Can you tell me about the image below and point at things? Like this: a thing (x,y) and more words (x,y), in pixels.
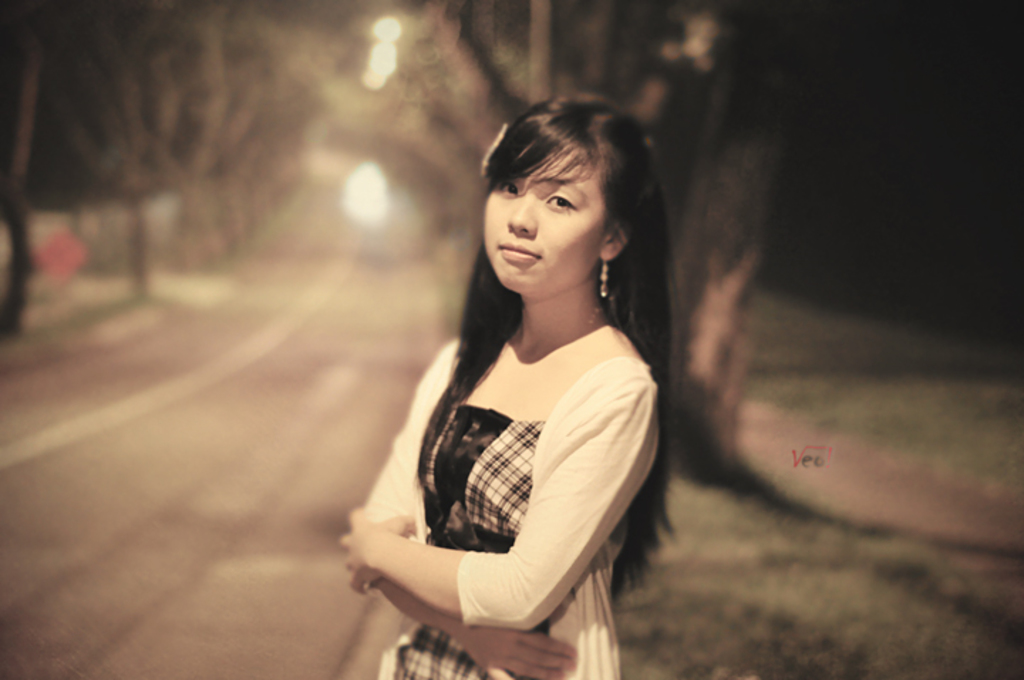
In this image, we can see a person (558,372) wearing clothes (506,415). In the background (625,73), image is blurred.
